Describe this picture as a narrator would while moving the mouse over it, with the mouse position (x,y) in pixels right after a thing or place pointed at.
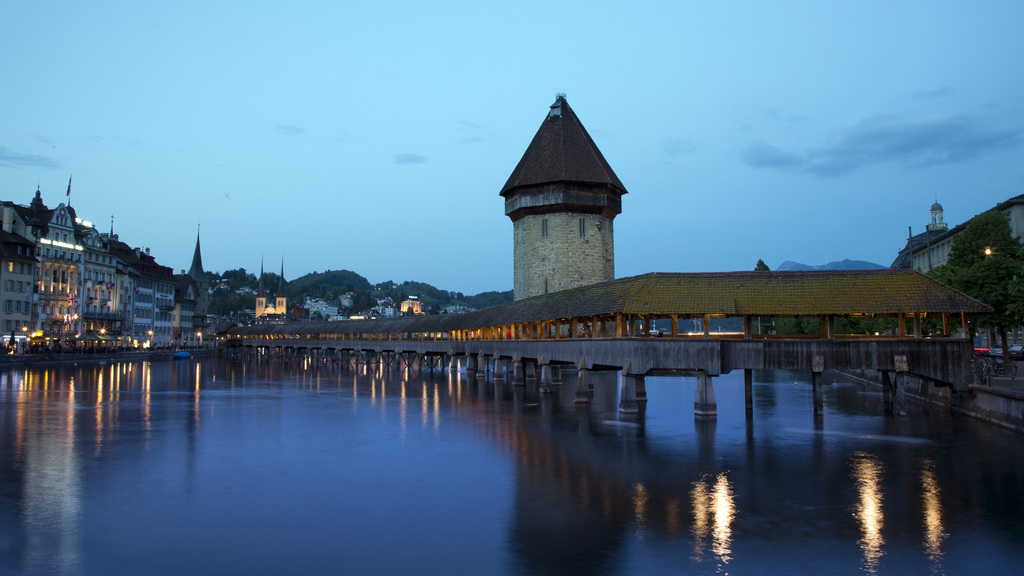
In this picture we can see water (498,542) at the bottom (471,527), there is a bridge (560,328) in the middle (651,375), in the background (370,315) there are some buildings (534,255), trees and lights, on the right side (1003,289) we can see a tree (965,272), there is the sky (388,147) at the top of the picture (385,123).
